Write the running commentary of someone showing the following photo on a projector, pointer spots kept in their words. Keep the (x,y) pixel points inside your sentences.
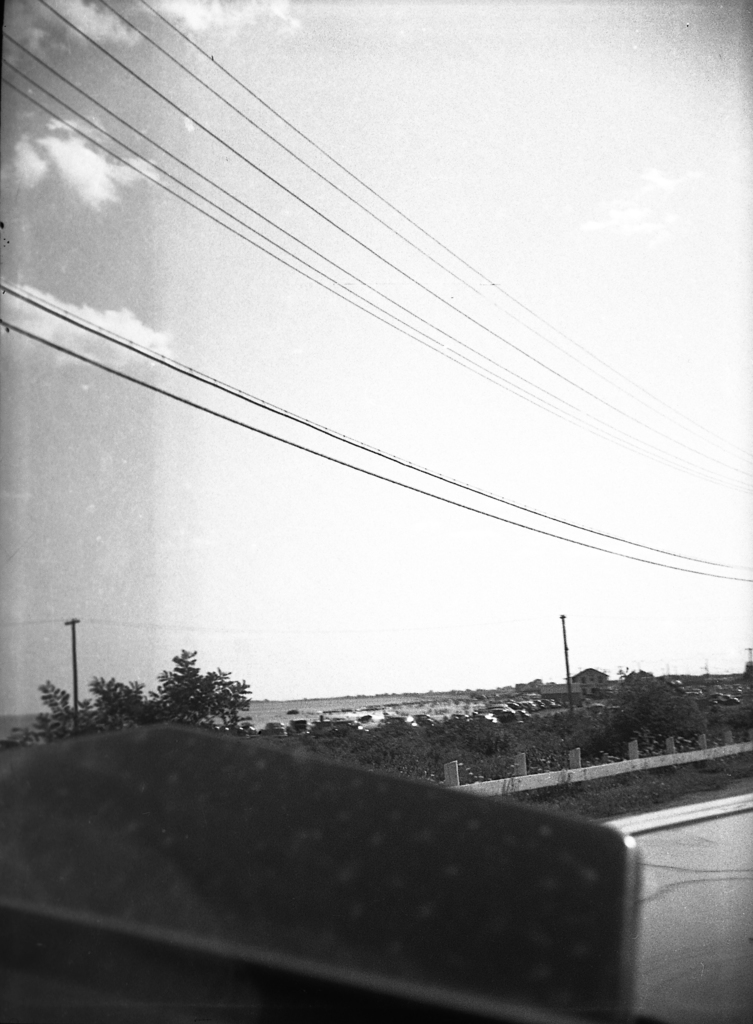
It is a black and white picture. At the bottom (312,834), we can see an object (257,910). Background (743,747), there are few plants (718,709), poles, fencing (716,752), trees (679,726), houses (598,688) and vehicles (318,725). Here there is the sky (416,478) and few wires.
